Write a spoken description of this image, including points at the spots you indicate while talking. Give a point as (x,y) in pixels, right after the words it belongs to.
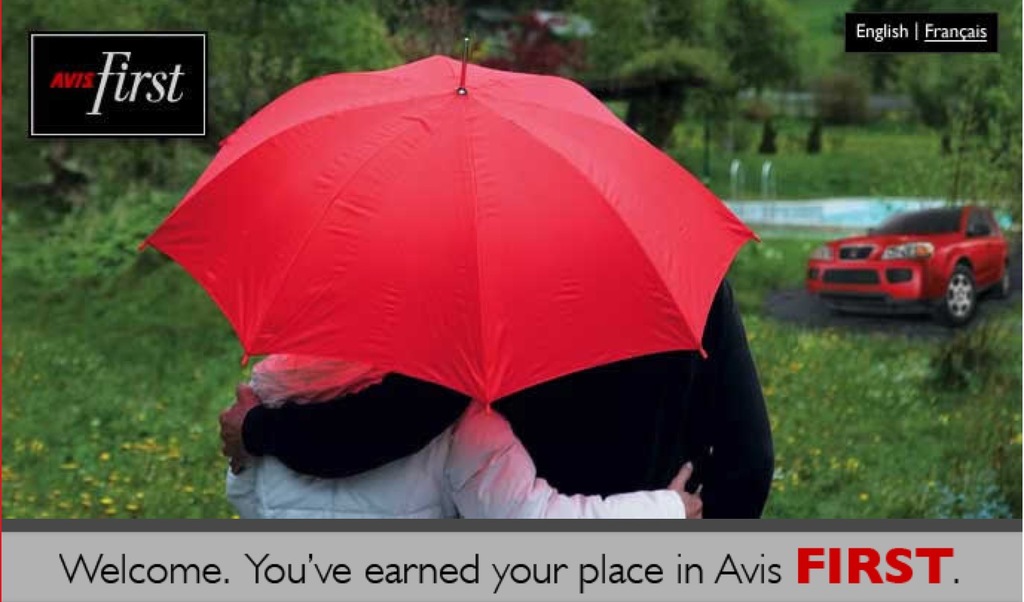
There are two people (394,399) holding each other and we can see red color umbrella (456,308). Background (820,272) we can see car (825,287), plants (901,404) and trees (830,78). Top and bottom of the image (460,557) we can see text (568,565).
